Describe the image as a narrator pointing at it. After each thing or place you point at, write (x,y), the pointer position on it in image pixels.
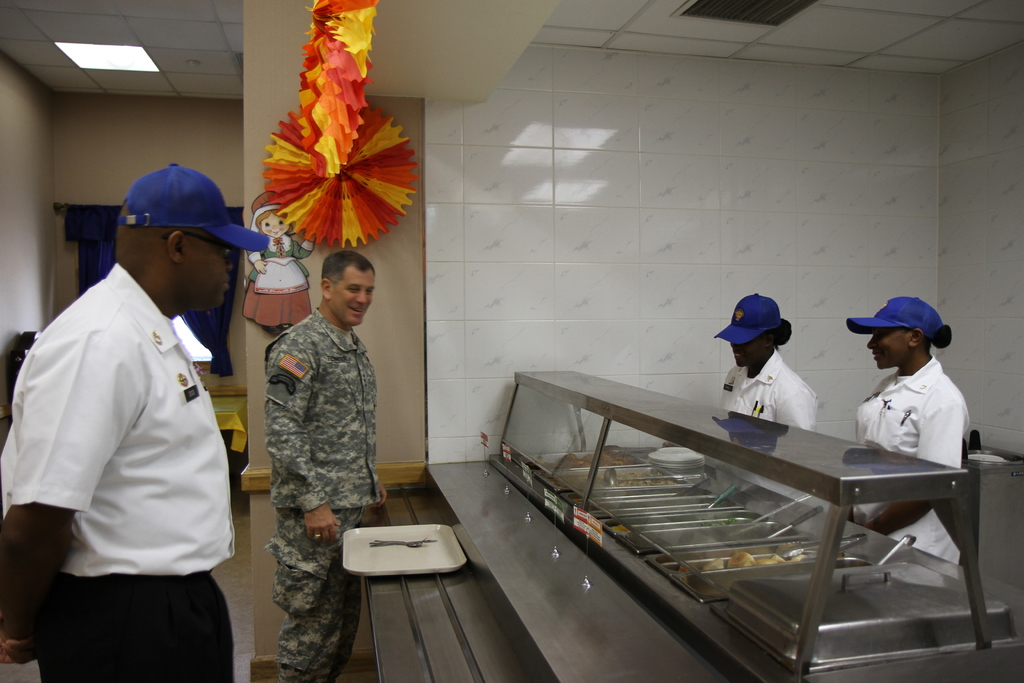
In this image, we can see people (272,441) and some are wearing uniforms (318,450) and some are wearing caps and we can see a stand (547,581) with trays (695,527) containing food items (731,525) and there are spoons (795,548) and we can see streamers (324,140) and there is a poster (263,293) on the wall (255,346) and there is a curtain (95,229). At the top (132,64), there is a light (144,66).
